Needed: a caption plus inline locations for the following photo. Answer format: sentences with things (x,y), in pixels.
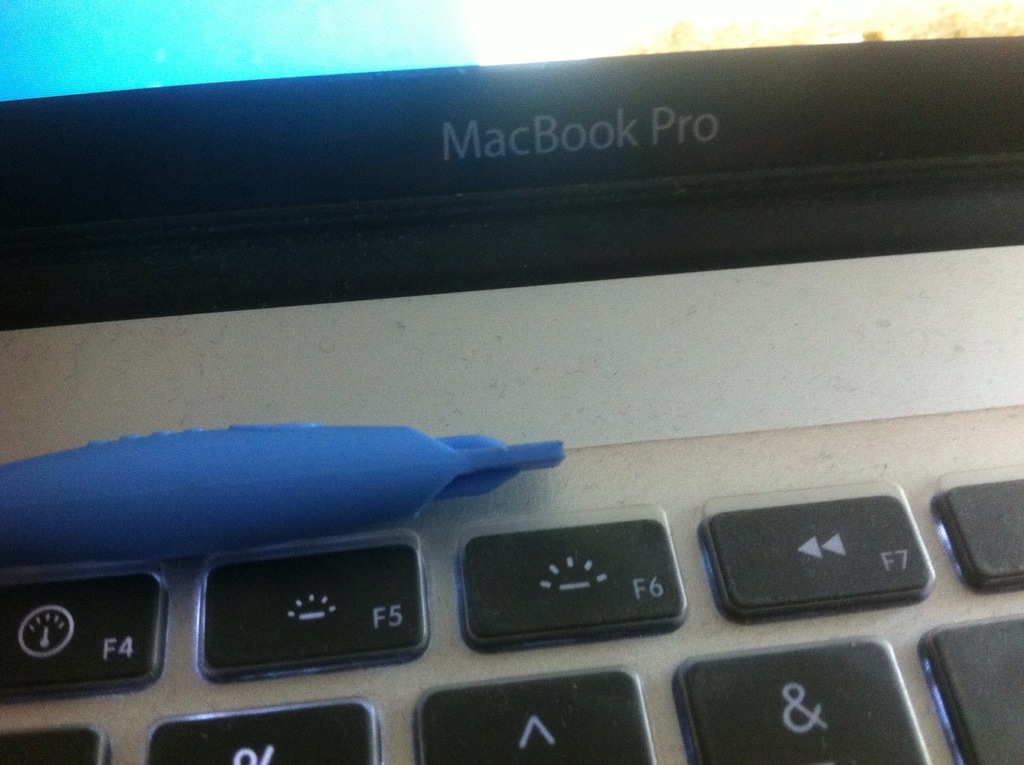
In this image in the foreground (236,421) there is one laptop (415,327), and on the laptop (233,354) there is some object (230,478).
